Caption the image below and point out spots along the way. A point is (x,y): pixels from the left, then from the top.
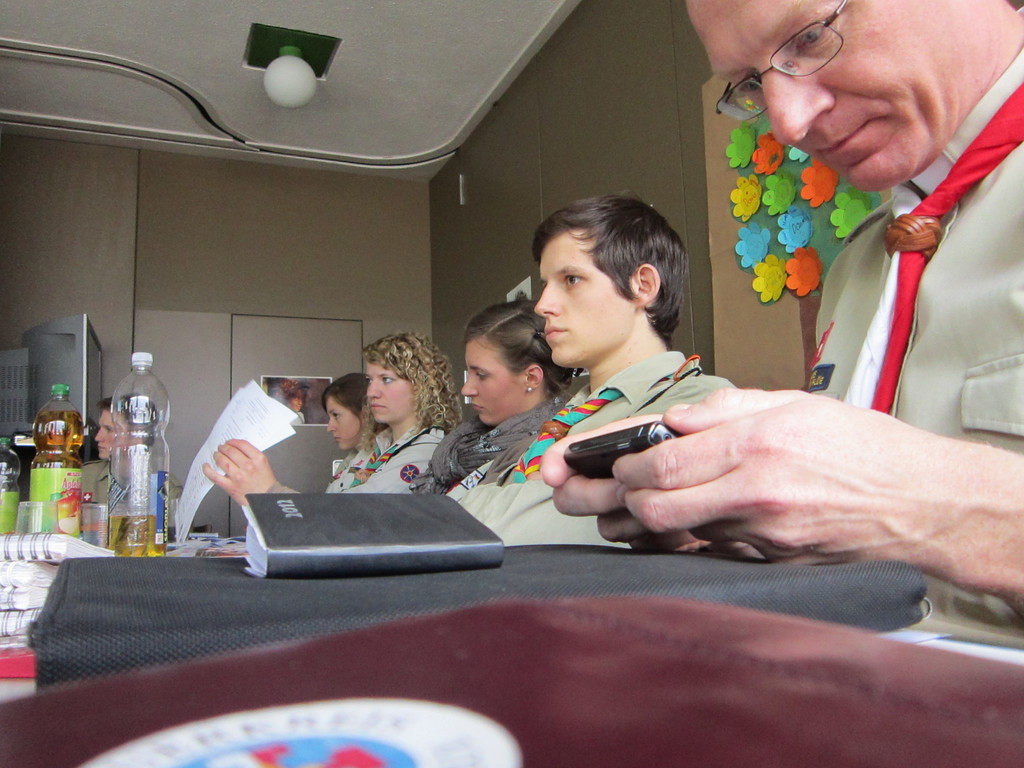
In this image we can see few persons (396,341) are sitting at the table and among them two persons (667,448) are holding papers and an object (614,471) in their hands (618,500). On the table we can see bottles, books (433,517) and objects (874,602). In the background (372,280) we can see TV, posters (755,257) on the walls (198,260) and light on the ceiling (310,17).
